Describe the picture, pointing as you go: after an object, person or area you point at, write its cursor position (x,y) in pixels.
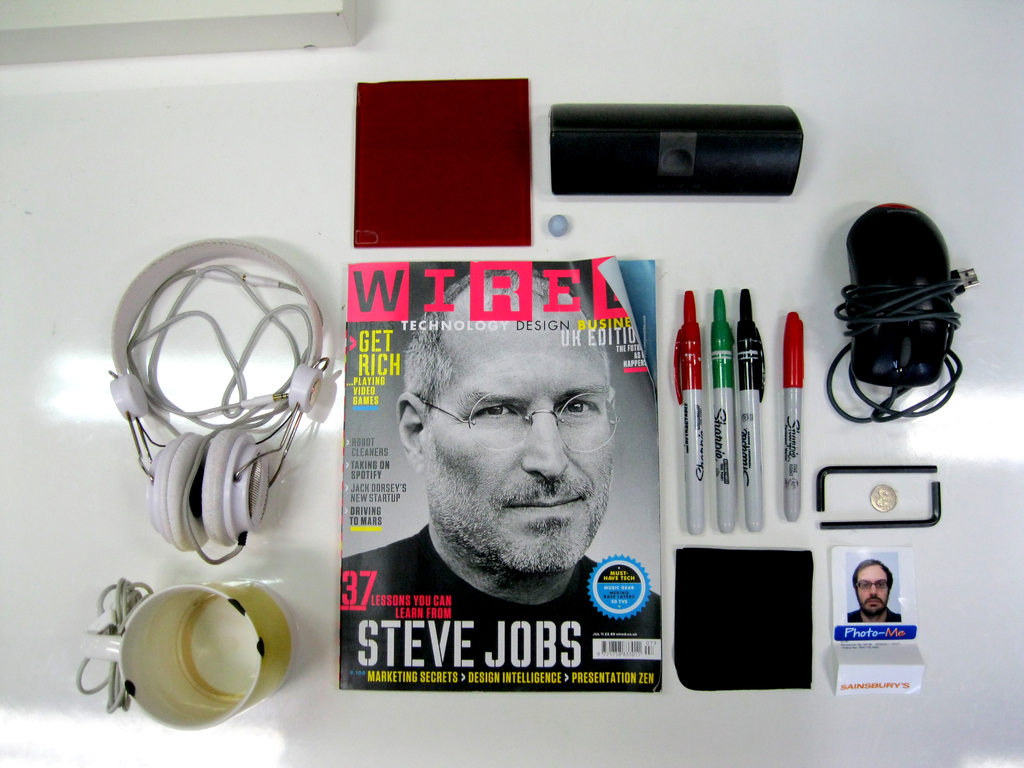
In the picture I can see computer mouse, a book (471,491), headphones (176,442), a cup (203,618) and some other objects (819,474) on a white color surface (804,464). On the cover (402,500) of book (406,481) I can see a person (473,547) who is wearing spectacles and something written on it.
